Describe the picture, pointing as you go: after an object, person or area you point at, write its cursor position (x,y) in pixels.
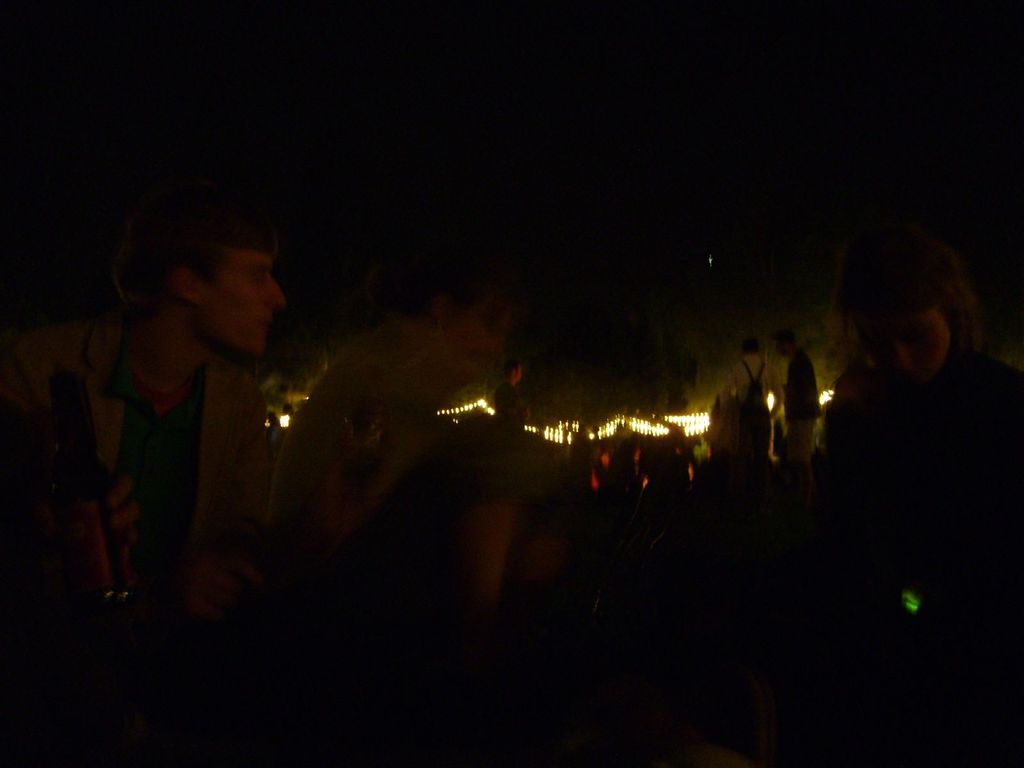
In this image I can see there are a few people (880,449) standing and in the backdrop (452,410), I can see there are few lights (598,424) and the image is dark.
